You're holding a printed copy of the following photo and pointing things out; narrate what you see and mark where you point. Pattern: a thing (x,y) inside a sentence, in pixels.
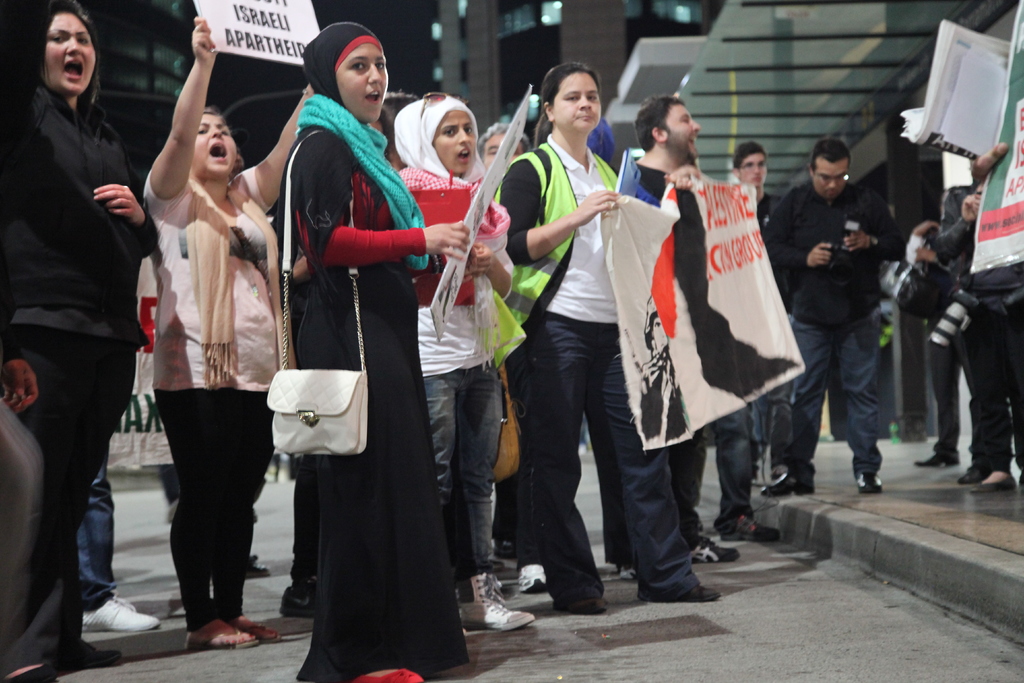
In this image we can see men (966,199) and women (123,319) are protesting by holding banners (709,245) and posters (1003,132) in their hands (599,204). There are buildings (481,59) in the background of the image (612,48).
